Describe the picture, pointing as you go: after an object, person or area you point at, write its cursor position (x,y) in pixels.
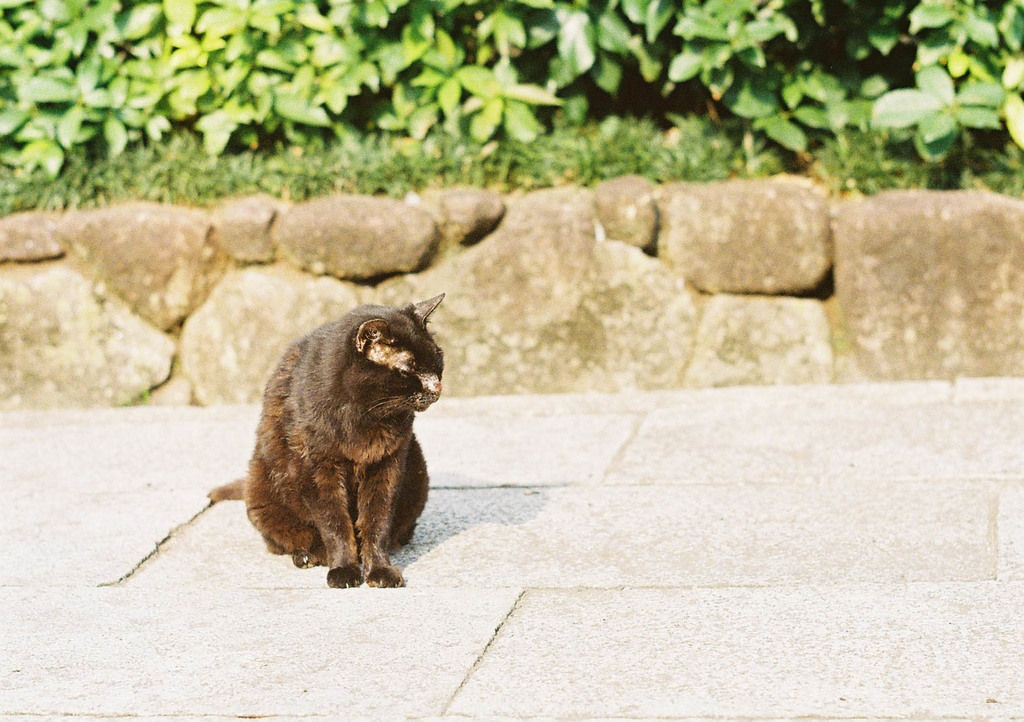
In this picture we can see a cat (370,443), in the background (364,299) there are some plants (233,86) and stones (429,261).
